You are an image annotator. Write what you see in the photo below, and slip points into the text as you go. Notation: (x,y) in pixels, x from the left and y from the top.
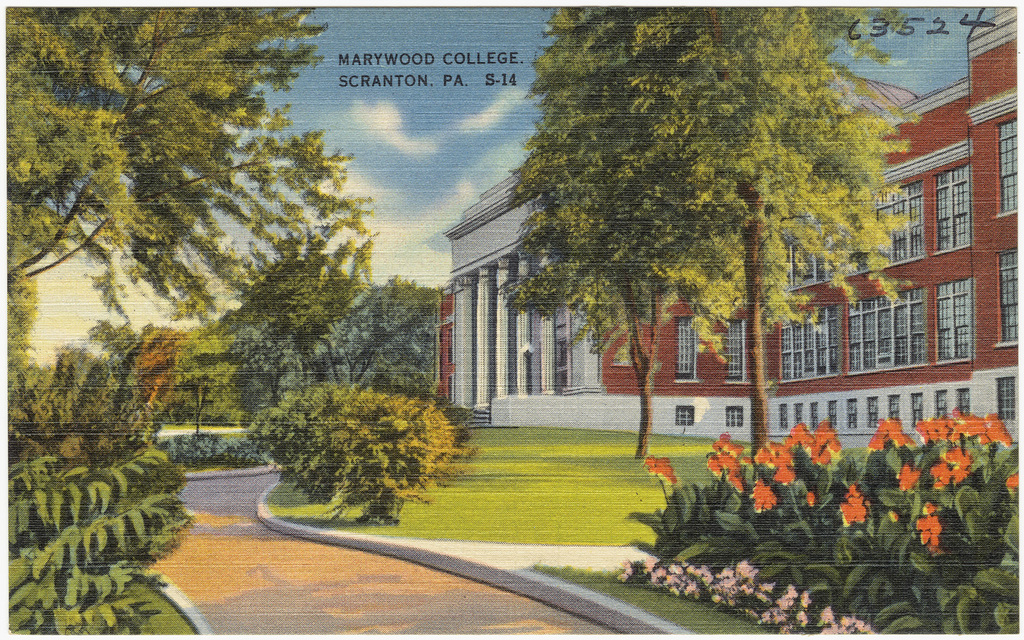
In this image I can see it is the painting, there are trees (285,317) on the left side (209,356). On the right side (937,312) there is a building (897,244), at the top (368,128) there is the cloudy sky (426,111) and there is the text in black color.
